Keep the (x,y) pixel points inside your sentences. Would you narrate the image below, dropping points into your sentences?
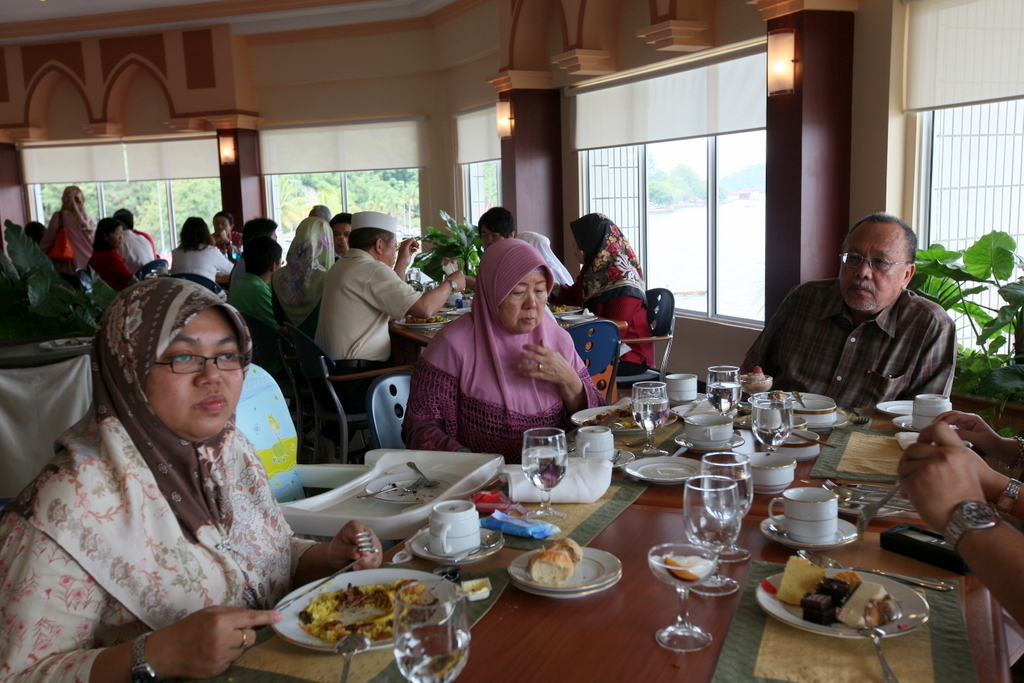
In this picture we can see a group of people (258,257) some are sitting on chairs (255,321) and some are standing and in front of them on table (422,562) we have glass (452,599), plate (408,573) with food (395,581) in it, cup (448,533), saucer (486,539), cloth (568,511), spoons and in background (519,191) we can see pillar (246,181), windows (673,172), trees (324,188), wall (348,116).
